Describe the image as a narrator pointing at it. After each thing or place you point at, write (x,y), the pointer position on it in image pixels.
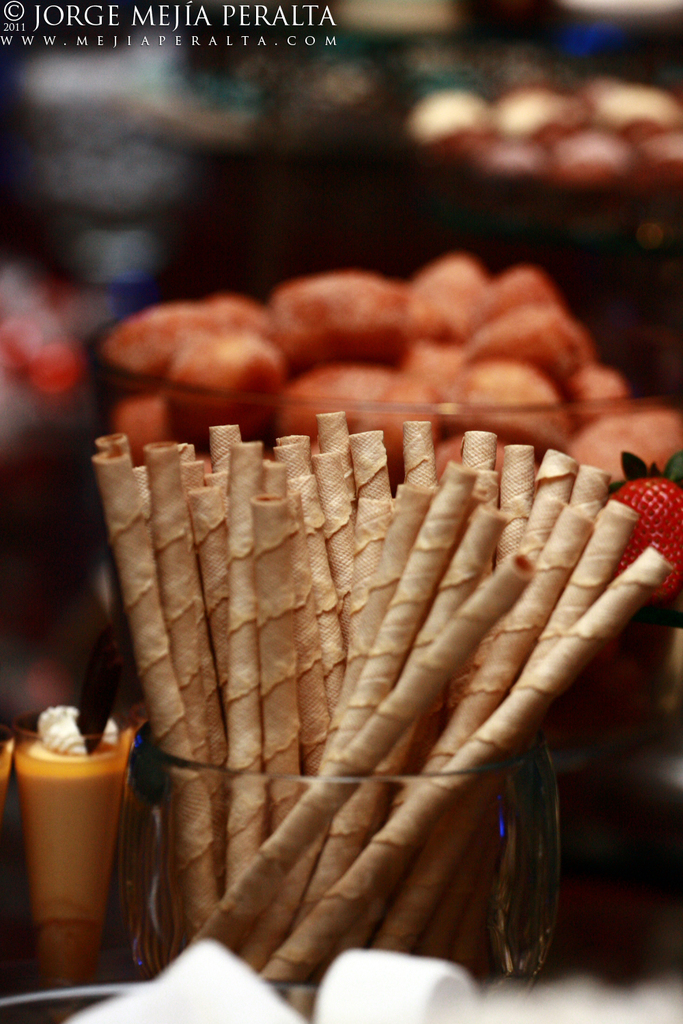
Here we can see a strawberry (641,545), glass bowls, and food items (201,969). There is a watermark (73,18).
